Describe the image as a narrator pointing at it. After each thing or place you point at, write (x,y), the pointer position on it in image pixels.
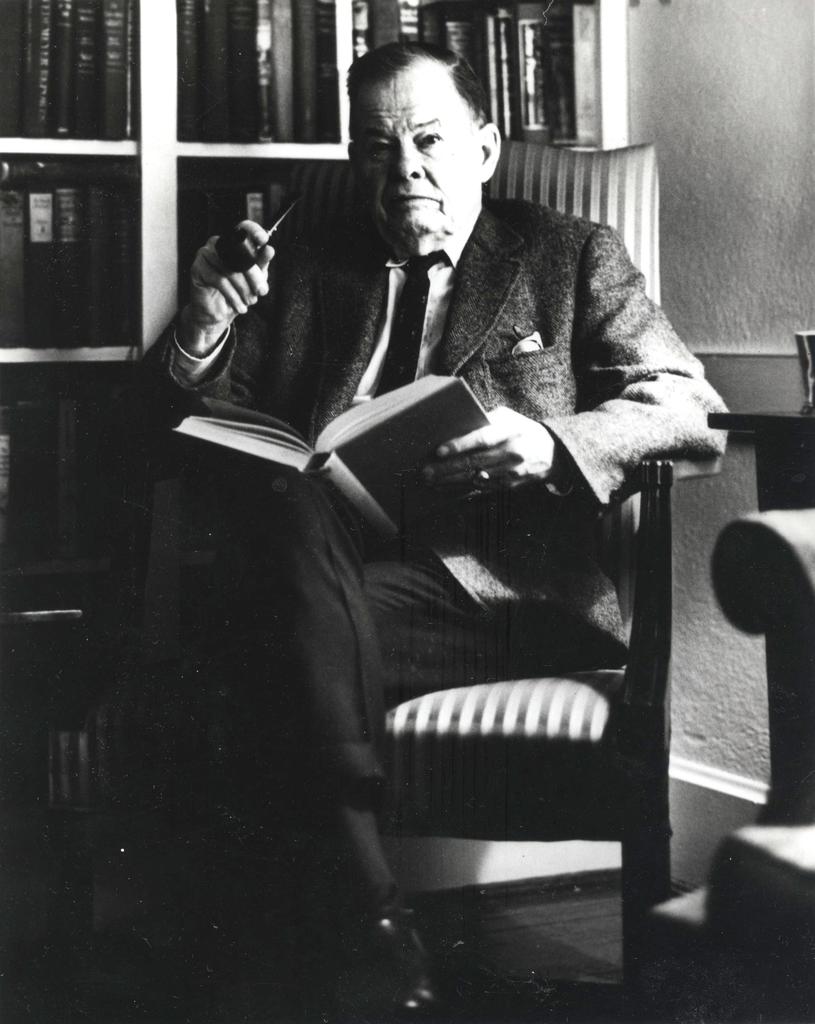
A person (415,284) holding a book (395,419) is sitting on a chair (607,218). In the back (320,77) there is a cupboard (121,149) with books (195,86). Also there is a wall (721,375).
